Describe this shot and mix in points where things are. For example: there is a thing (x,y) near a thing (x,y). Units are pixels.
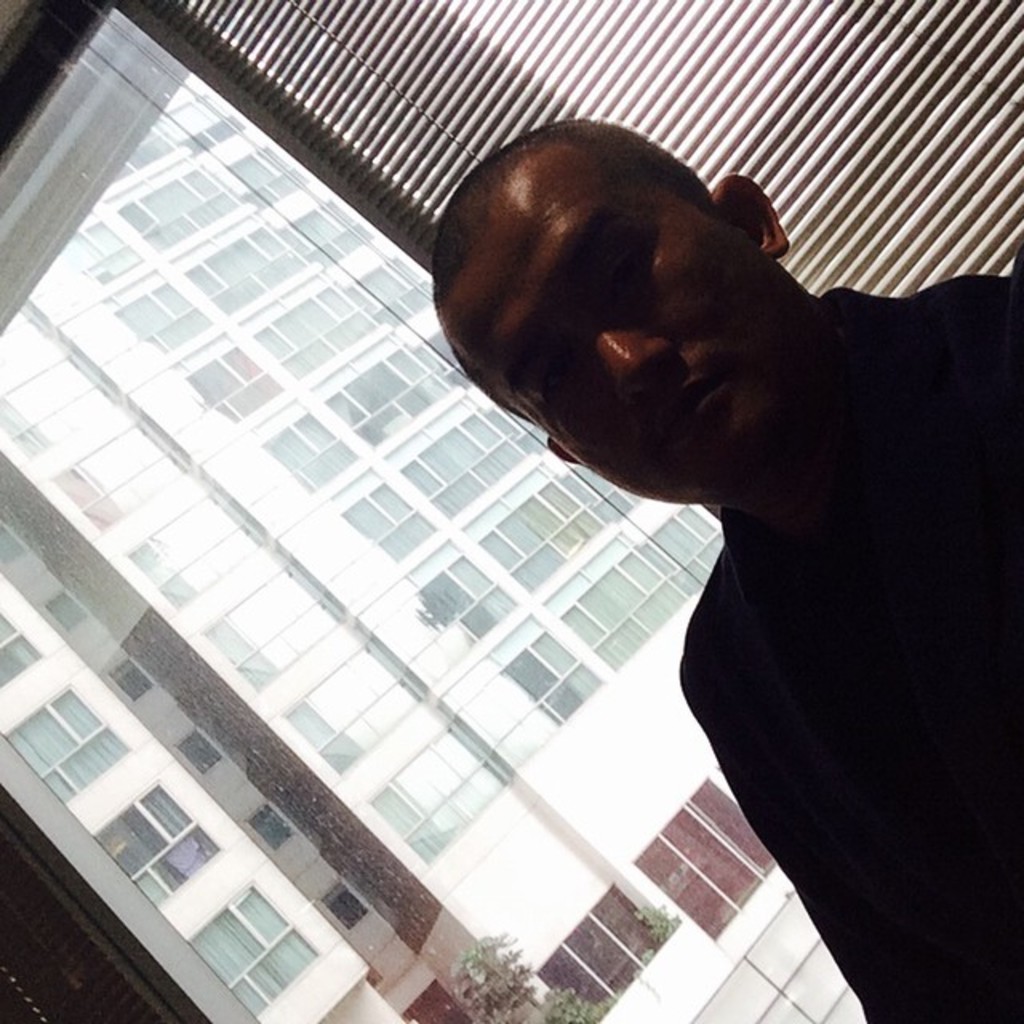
This image is rotated left to angle and I can see a person (655,316) standing here and I can see a building (449,371) behind him.
